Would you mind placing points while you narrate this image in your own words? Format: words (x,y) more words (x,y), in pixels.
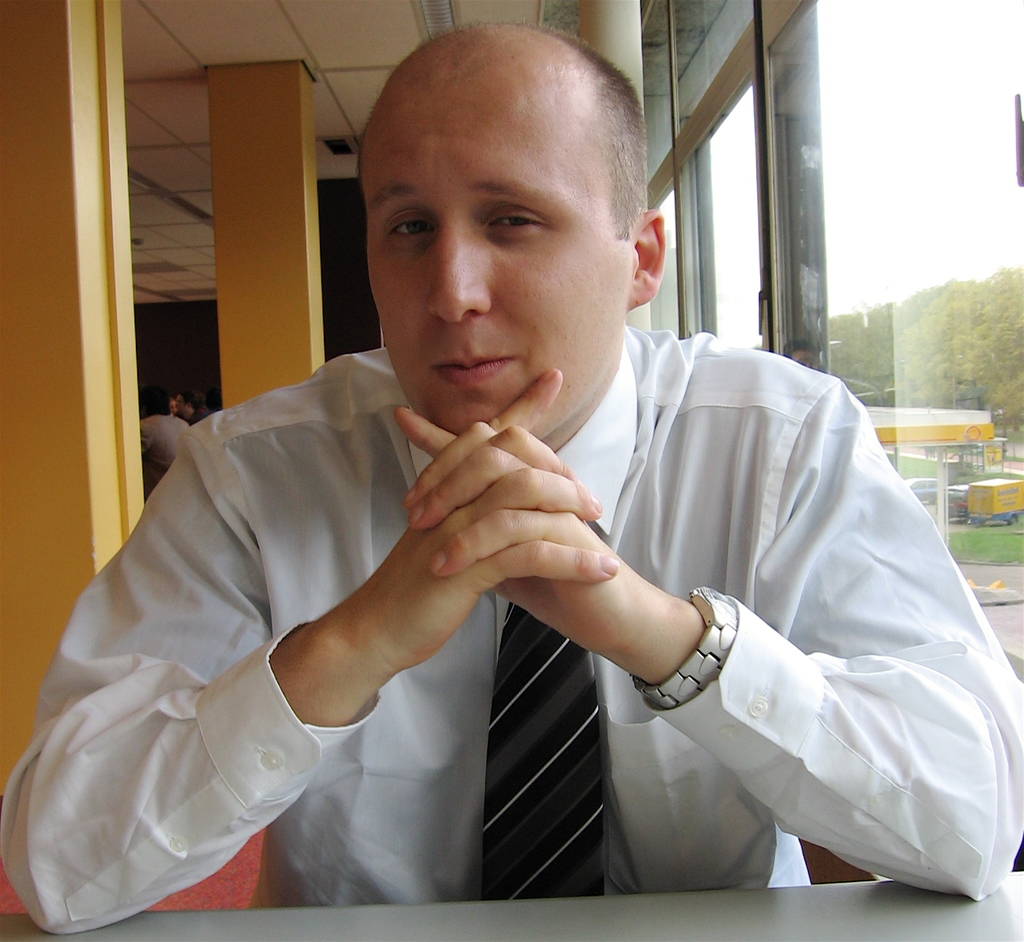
In this picture we can see a man (278,391) wore a tie (546,822), watch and at the back of him we can see pillars (278,144), some people (206,408), ceiling (373,24), glass (670,322) and in the background (727,335) we can see the grass (981,554), vehicles (955,500), trees (1000,336), some objects (955,422) and the sky (894,211).
